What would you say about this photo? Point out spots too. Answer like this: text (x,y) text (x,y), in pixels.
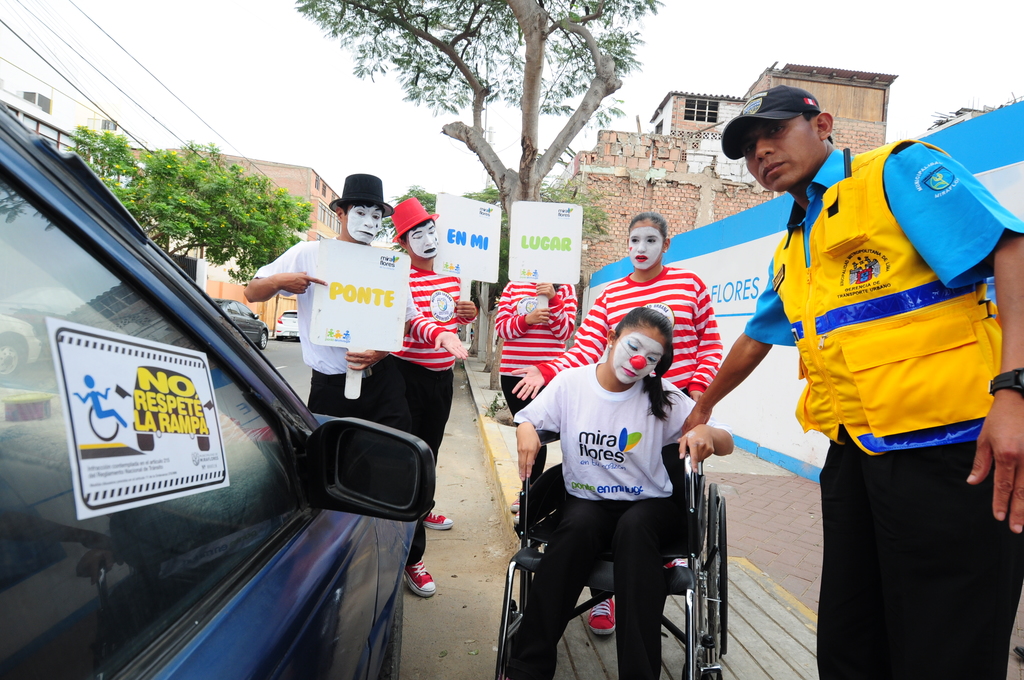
In this picture there is a person (934,267) wearing yellow jacket (899,371) is standing and holding a wheel chair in front of him and there is a woman (637,465) wearing white T-shirt (615,413) is sitting in it and there are few persons (532,284) wearing fancy dress (558,300) are standing and holding a board (388,282) in their hands (544,287) behind her and there is a car (189,513) in the left corner (168,575).
